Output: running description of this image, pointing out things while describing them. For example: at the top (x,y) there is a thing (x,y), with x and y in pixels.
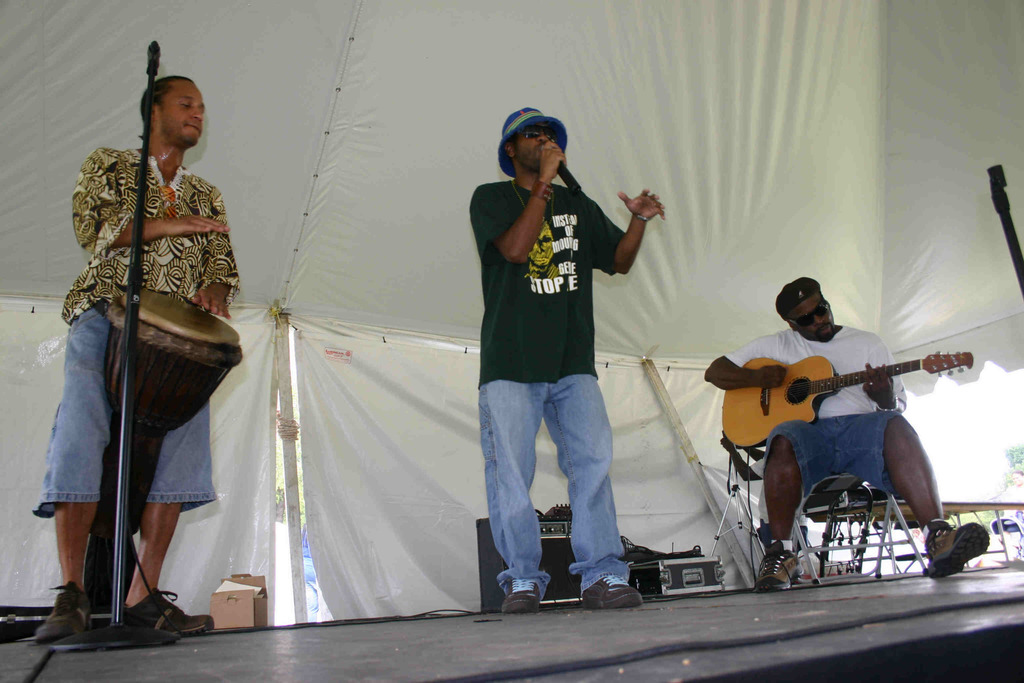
in this picture we have a man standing and singing a song in microphone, another man (51,477) standing and beating drums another man (772,544) sitting and playing a guitar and in the back ground (746,524) we have speakers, tent (825,289).
